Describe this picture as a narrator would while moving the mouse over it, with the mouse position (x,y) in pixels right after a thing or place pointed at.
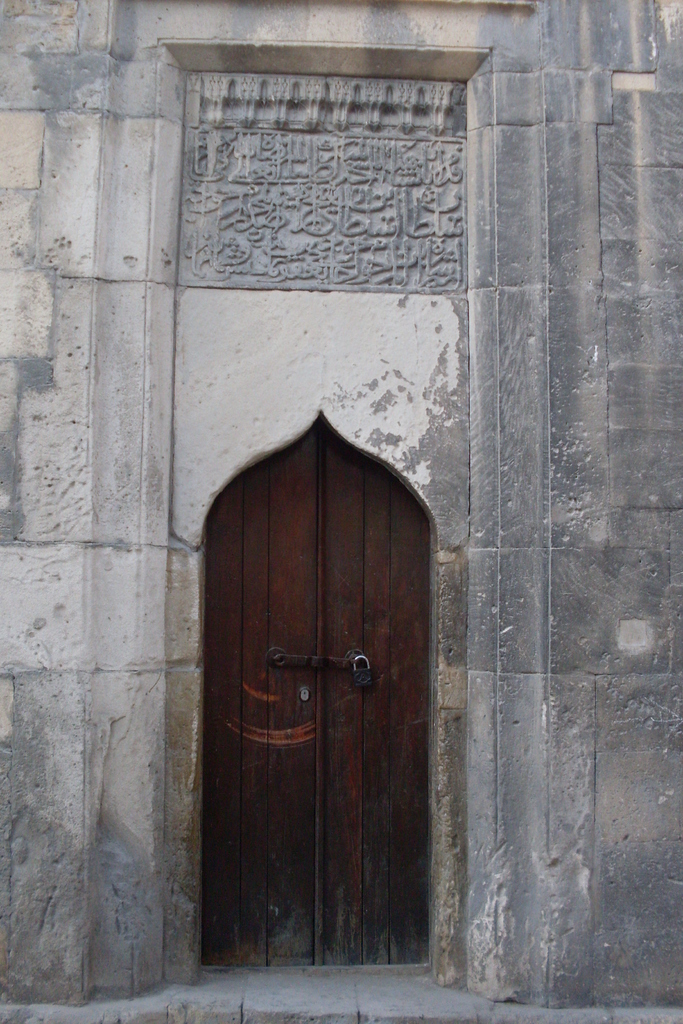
In this image there is a building (332,178) in the middle (365,600). At the bottom (344,712) there is a door (307,778) to which there is a lock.
